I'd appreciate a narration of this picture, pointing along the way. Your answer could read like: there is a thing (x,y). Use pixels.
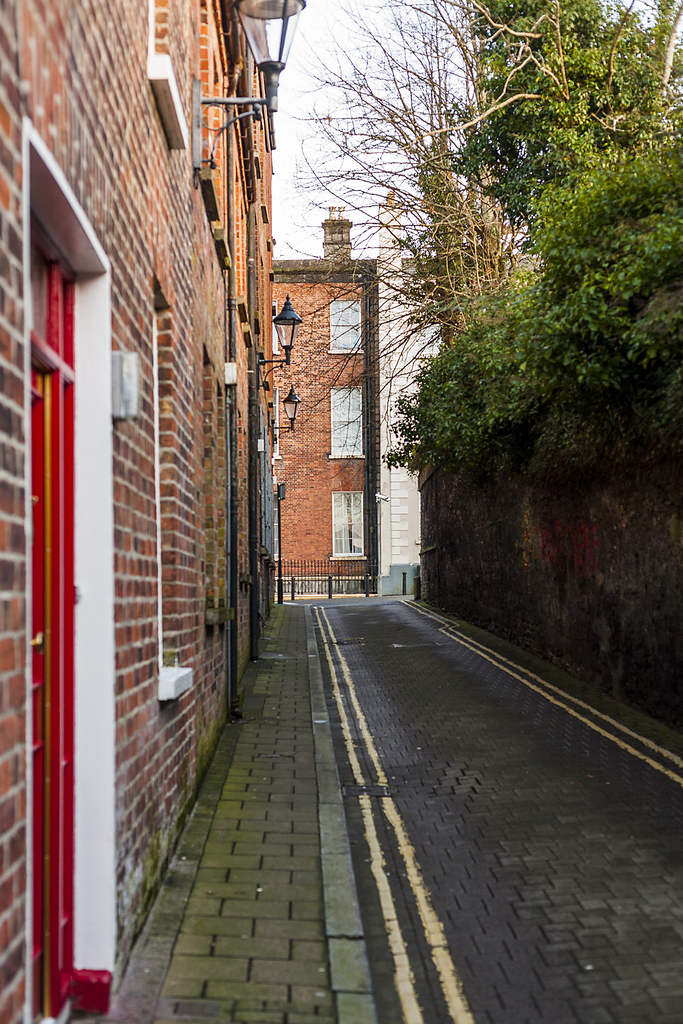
In the center of the image (280,356) we can see buildings (292,301), lights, wall (136,580), door (73,420), windows (350,404), trees (490,257) are there. At the bottom of the image (399,887) ground (447,901) is there. At the top of the image (406,97) sky (384,28) is there. In the middle of the image (337,577) fencing (303,576), pole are there.
